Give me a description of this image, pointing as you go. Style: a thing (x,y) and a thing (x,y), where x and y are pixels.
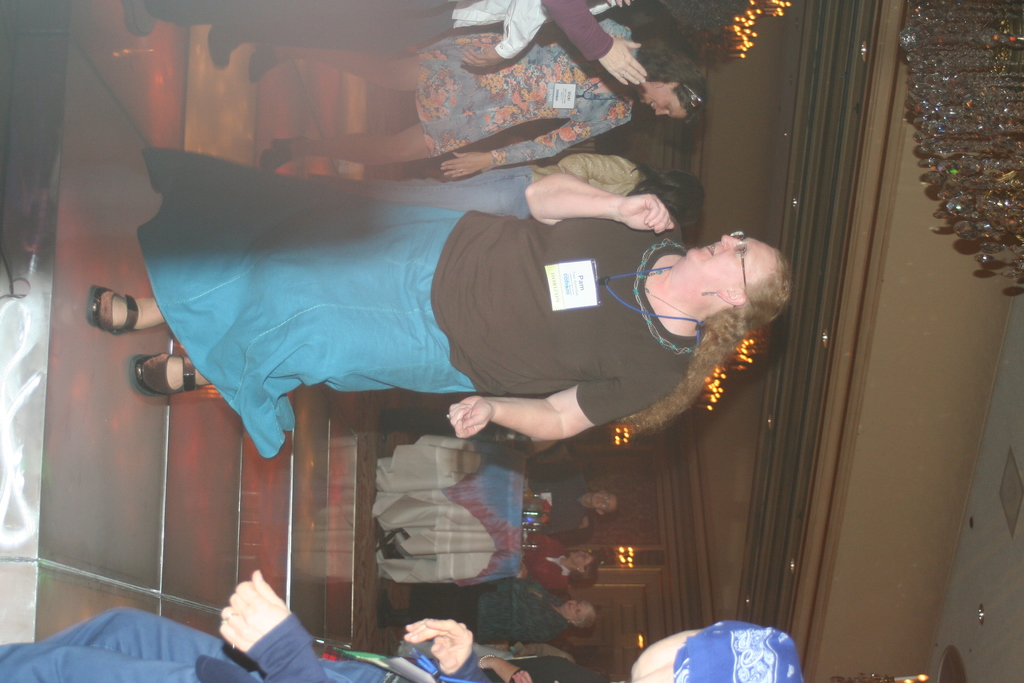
In this picture there are people (355,18) on the left side of the image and there are other people (460,592) those who are sitting around the table (387,559) on the right side of the image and there are decorative lights (1016,100) at the top side of the image (996,70).
